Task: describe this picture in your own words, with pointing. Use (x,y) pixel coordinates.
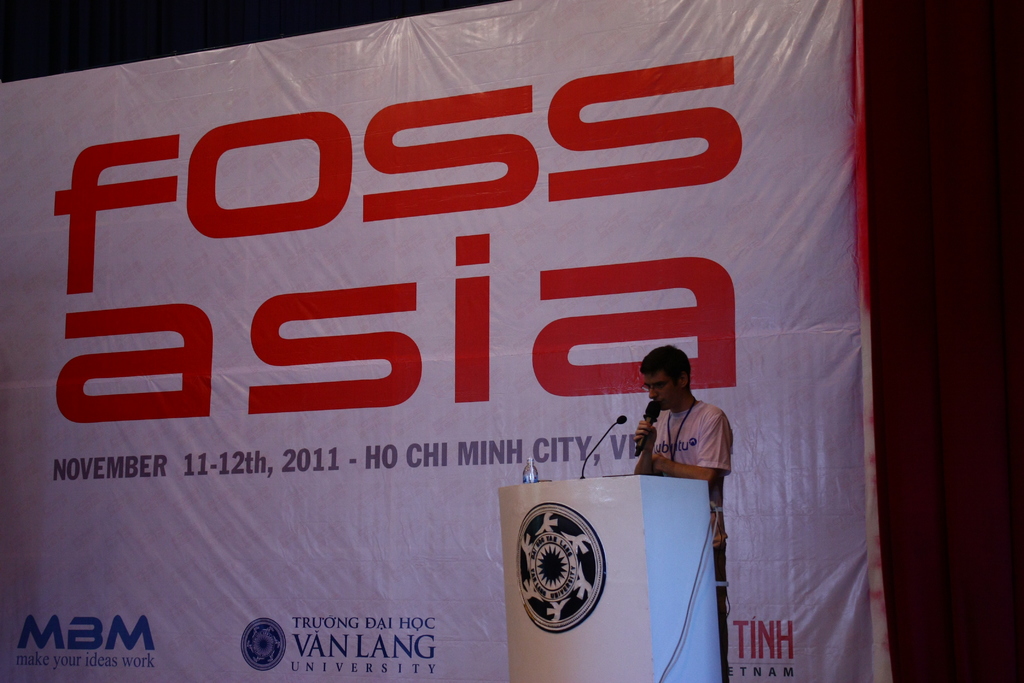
In this image I can see a person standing and the person (720,610) is holding a microphone (653,415) and I can see few objects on the podium (608,580). Background (569,443) I can see the banner (212,412) in white color and I can see something written on the banner (472,194) with red color.
